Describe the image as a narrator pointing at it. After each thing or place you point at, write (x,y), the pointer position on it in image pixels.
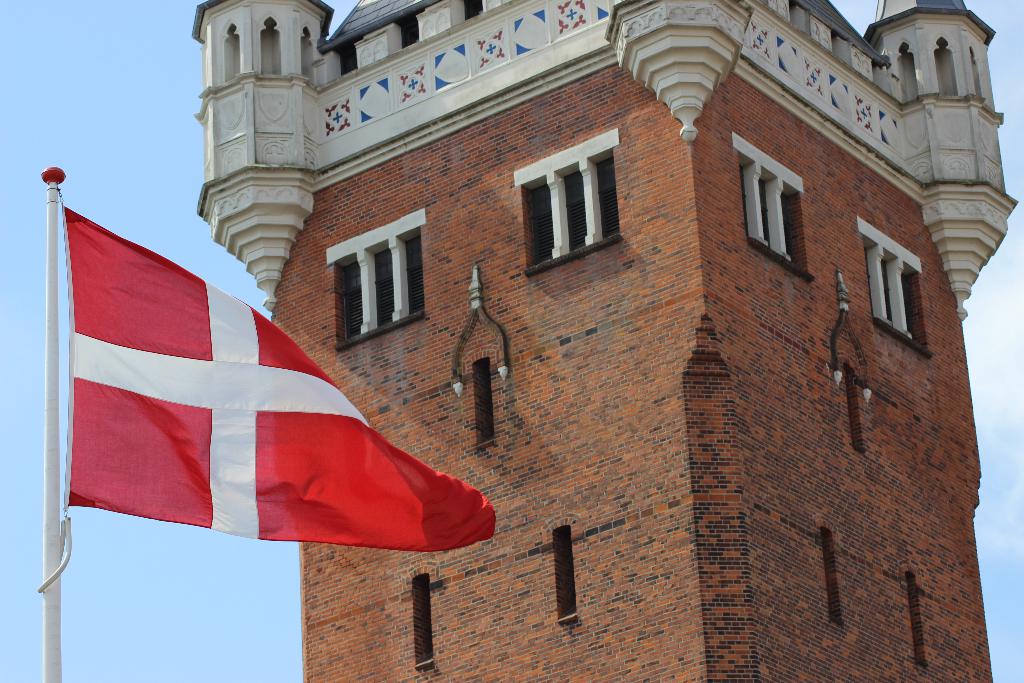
This picture is clicked outside. On the left (103,281) there is a red and white color flag (158,349) attached to the pole (48,194). In the center (628,284) we can see a building (713,309) and we can see the brick wall (606,298) and the windows (381,278) of the building (758,186). In the background (108,75) there is a sky (118,56).
